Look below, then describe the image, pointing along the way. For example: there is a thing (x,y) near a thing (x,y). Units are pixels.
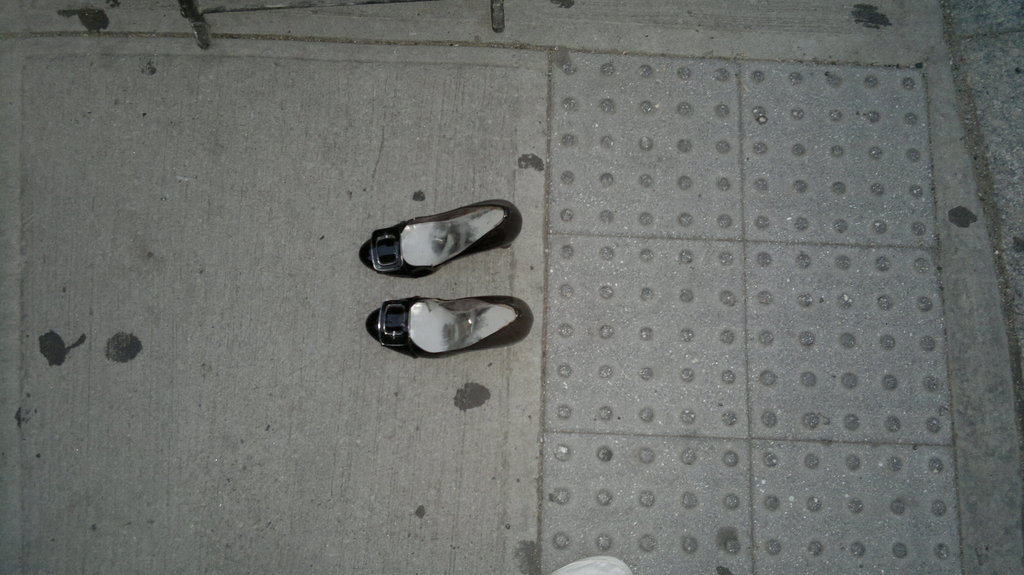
In this image, we can see two black color shoes (402,314) on the floor (400,394).
